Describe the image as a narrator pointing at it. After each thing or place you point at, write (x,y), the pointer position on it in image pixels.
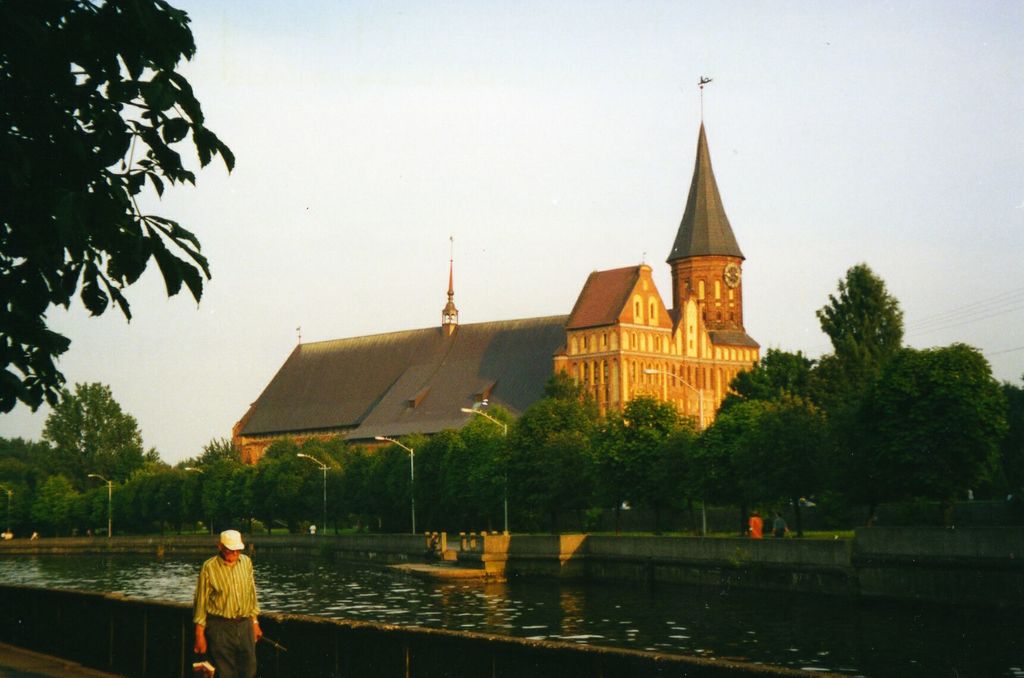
In this image in the front (224,581) there is a person (201,620) walking. In the center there is water (416,578). In the background (462,515) there are poles (414,489), trees (574,506), persons (781,522) and there is a castle (576,373) and at the top (592,138) there is sky (666,145).
